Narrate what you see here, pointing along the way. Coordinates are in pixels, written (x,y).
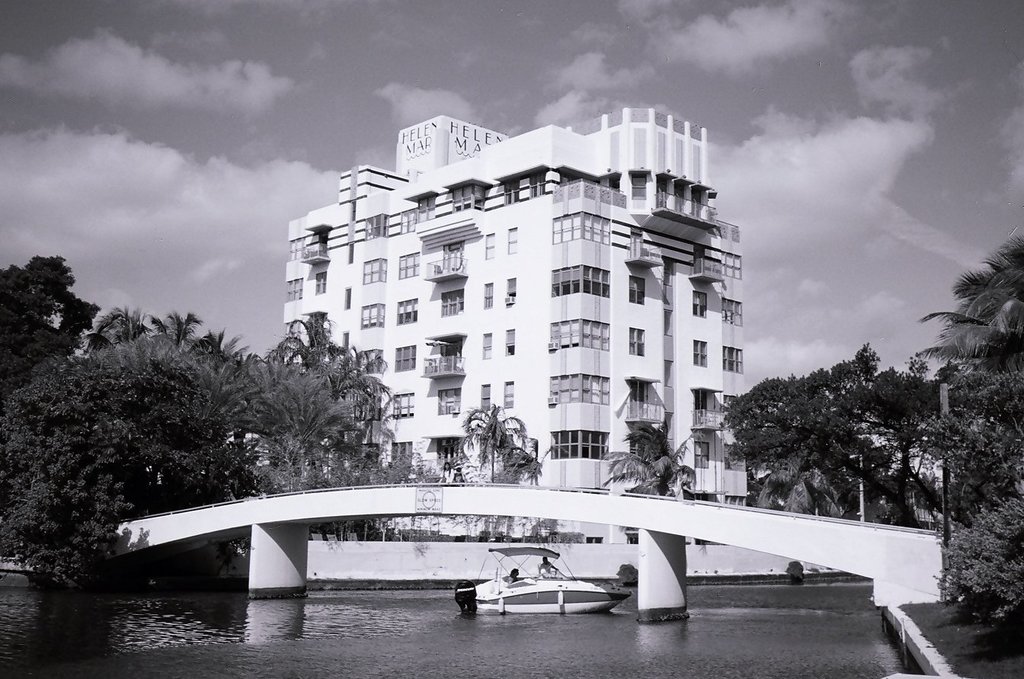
This is a black and white image. We can see a bridge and under the bridge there is a boat (519,584) on the water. On the left (326,450) and right side of the image (788,471), there are trees (963,445). Behind the bridge (514,503) there is a pole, building (519,259) and the cloudy sky (799,141).
